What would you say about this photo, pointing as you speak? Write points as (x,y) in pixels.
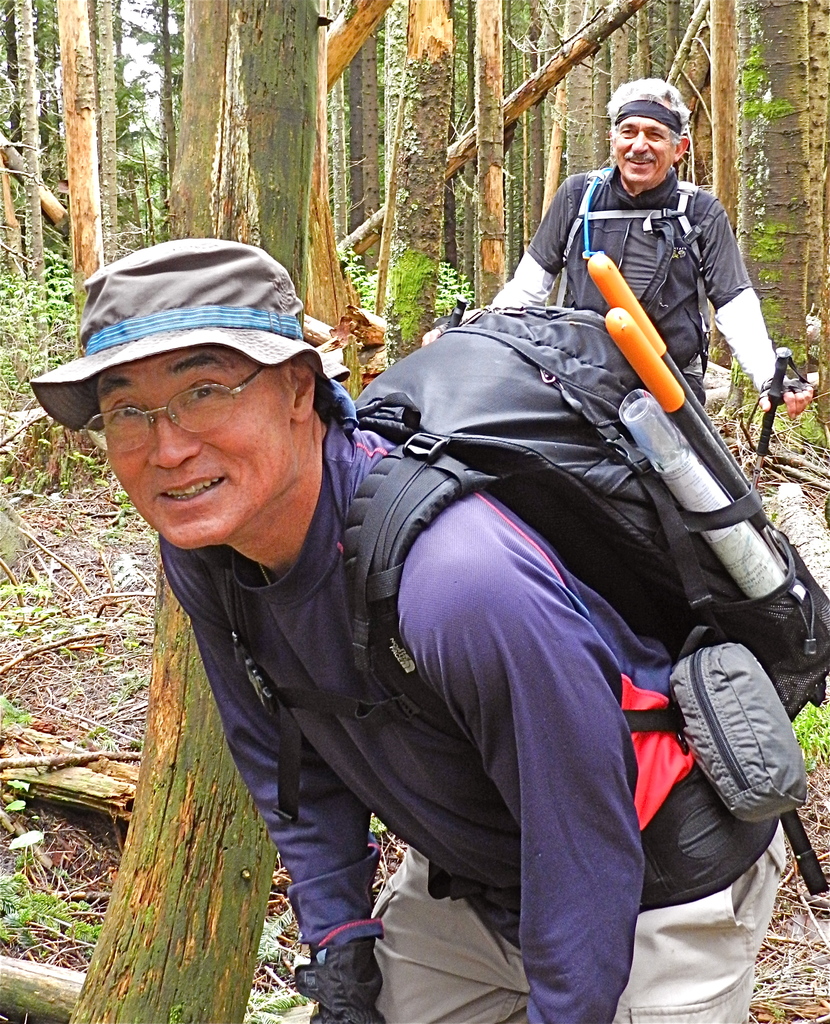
In this image I can see two people (181,456). Among them one person (337,641) is wearing the violet color shirt (314,605) and the white pant (638,962). And he is wearing the hat (275,352) and the bag (547,469). At the back (636,264) there is a another person (639,236) with grey dress (660,332). Around them there are many trees (289,236).
